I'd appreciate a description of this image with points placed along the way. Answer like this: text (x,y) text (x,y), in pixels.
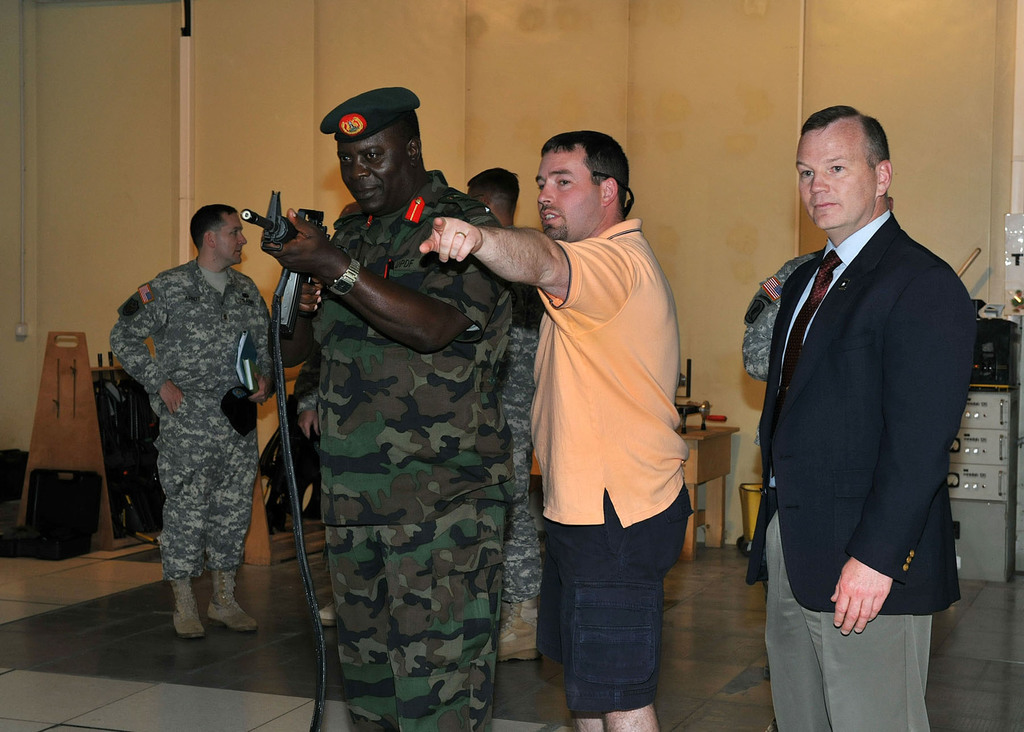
In this image in the foreground (635,324) there are three people (561,323) standing, and one person (354,333) is wearing a uniform (352,232) and holding a gun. And in the background (226,284) there are some people (494,195), table (704,437), cupboard (974,412), bags (124,460), boxes (86,474) and some objects (1010,432) and wall (323,184). At the bottom (123,673) there is floor (992,612).
